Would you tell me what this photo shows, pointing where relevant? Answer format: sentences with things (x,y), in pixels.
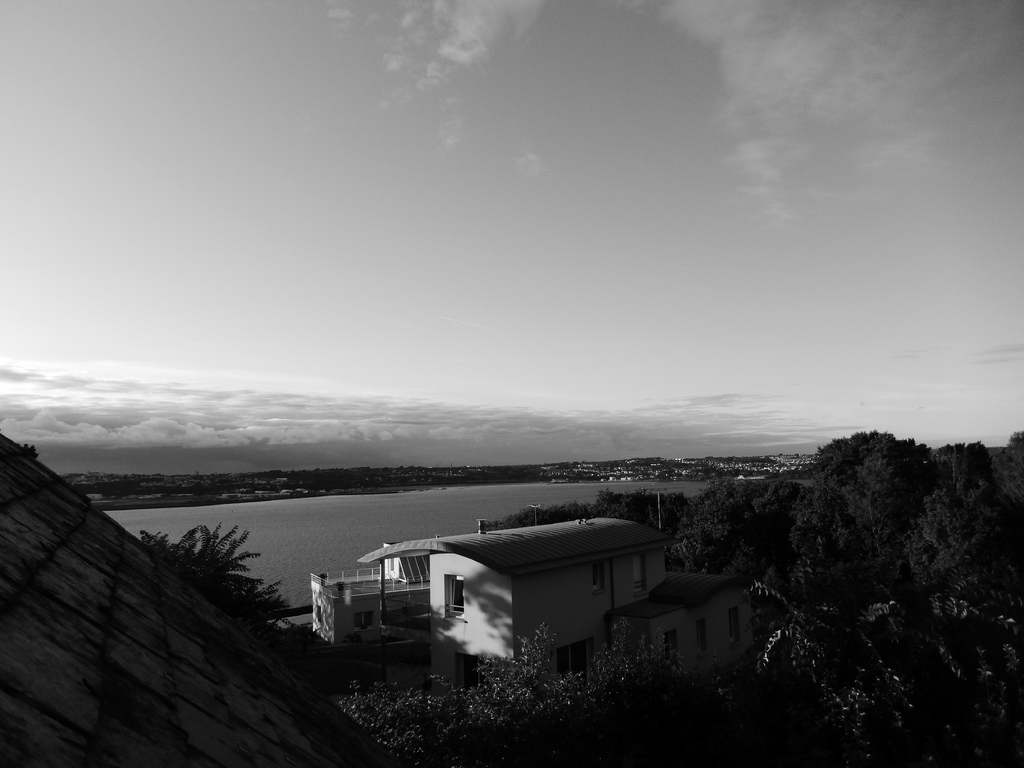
In the middle of the image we can see a building (466,635), beside the building (570,577) we can find few trees (878,485), in the background (210,430) we can see water (270,542) and clouds (273,409), it is a black and white photography.
